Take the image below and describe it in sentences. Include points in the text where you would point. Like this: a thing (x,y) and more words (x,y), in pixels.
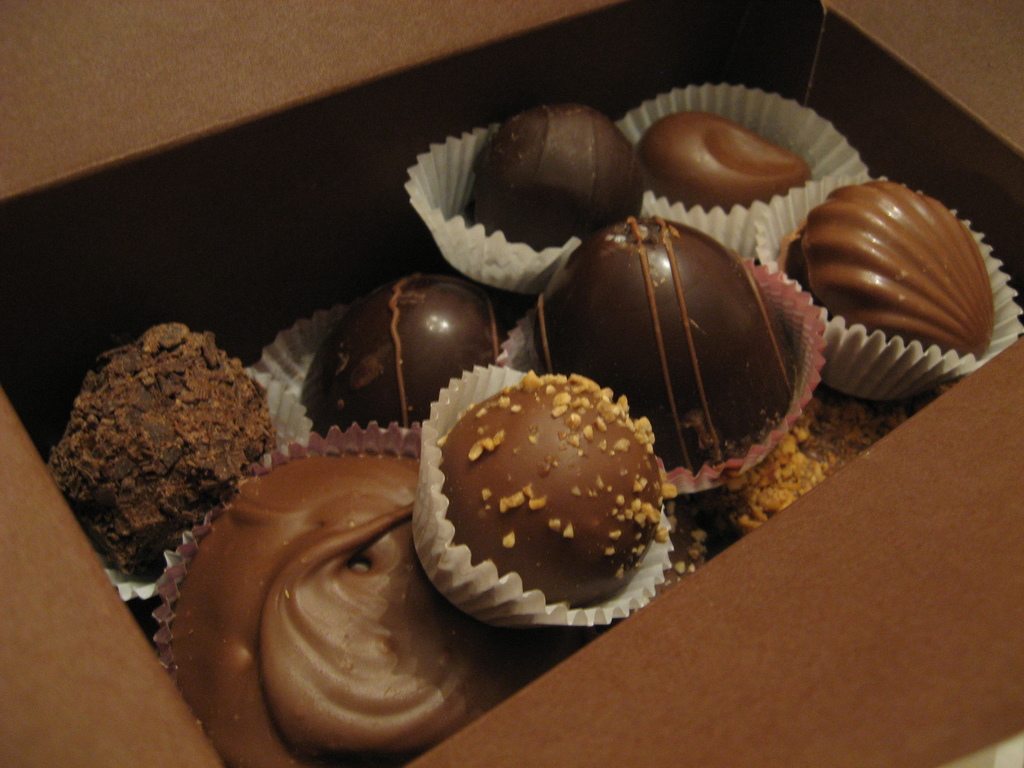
In this image I can see few chocolate candies (611,329) in a brown color box (795,561).
